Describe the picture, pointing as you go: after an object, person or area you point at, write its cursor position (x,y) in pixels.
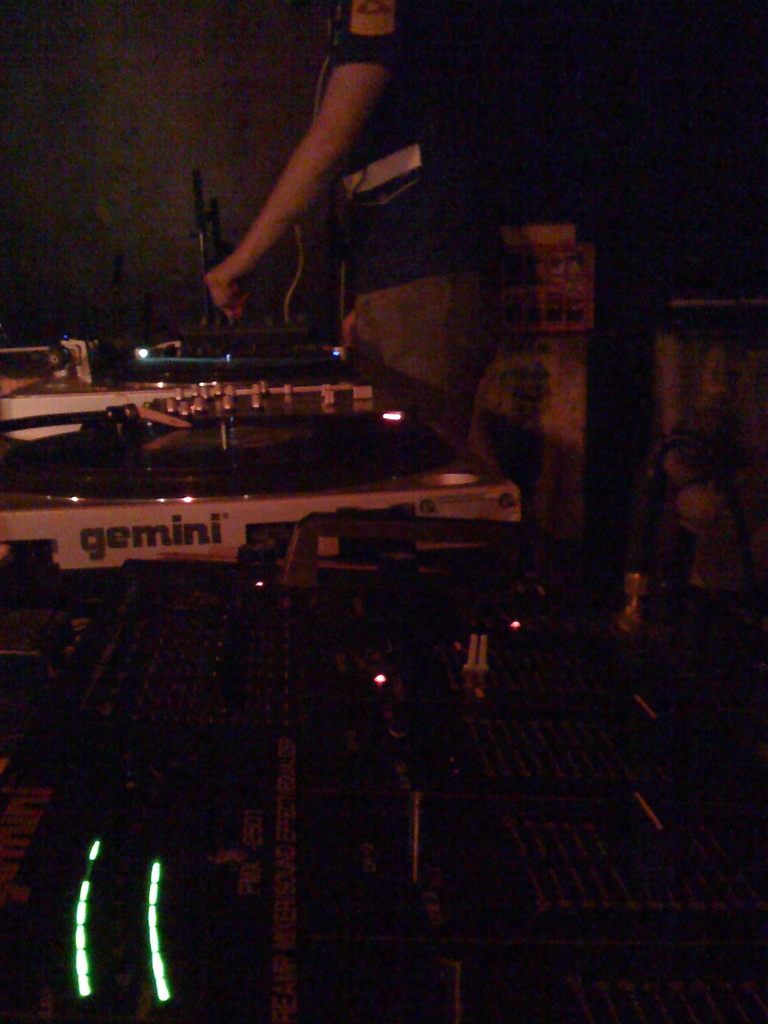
In this image, we can see some machines (591,714) and microphone (630,596), wire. Top of the image (385,330), there is a person (477,369) is standing. Background (572,291) we can see pillar (582,353), board (569,301), stands (207,301).
